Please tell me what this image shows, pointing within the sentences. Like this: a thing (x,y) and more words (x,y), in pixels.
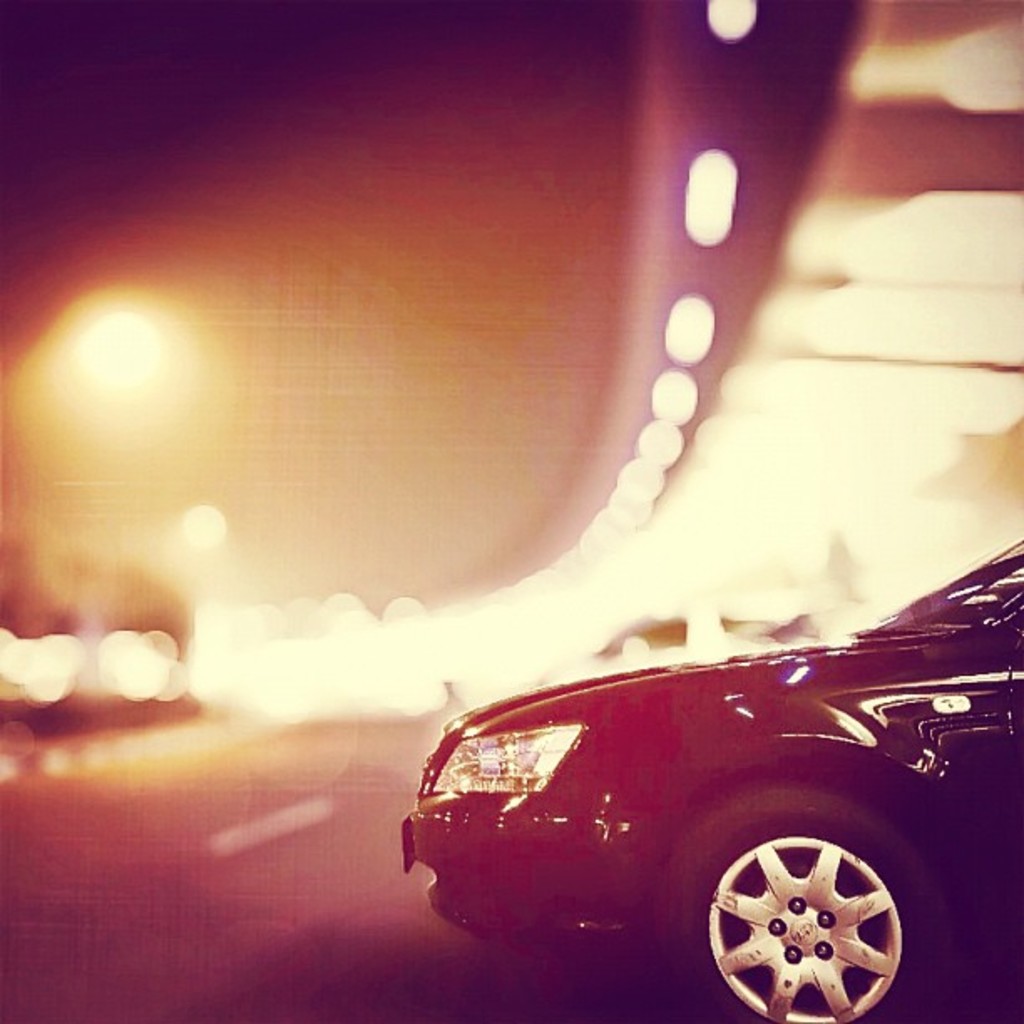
This image consists of a car (706,759) in black color. At the bottom (261,942), there is a road (261,838). In the background (703,334), there are lights (853,324).
